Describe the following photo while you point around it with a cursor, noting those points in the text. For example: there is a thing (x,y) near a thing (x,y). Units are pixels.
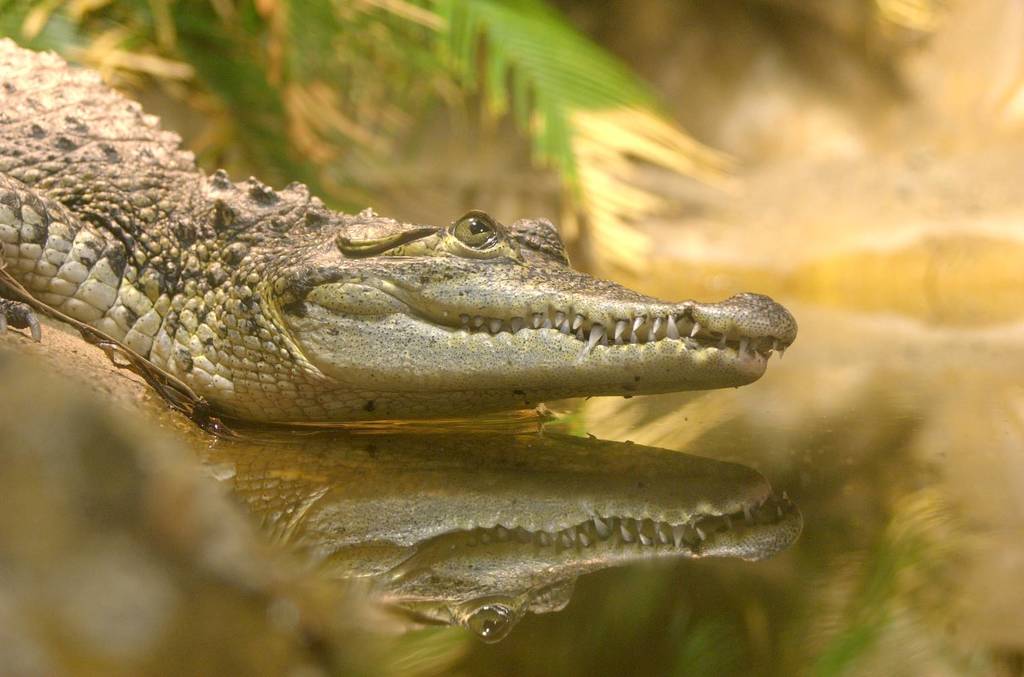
In this image there is a crocodile (299,308). At the bottom (771,525) there is water (850,545). In the background (587,80) there are trees (327,83).
